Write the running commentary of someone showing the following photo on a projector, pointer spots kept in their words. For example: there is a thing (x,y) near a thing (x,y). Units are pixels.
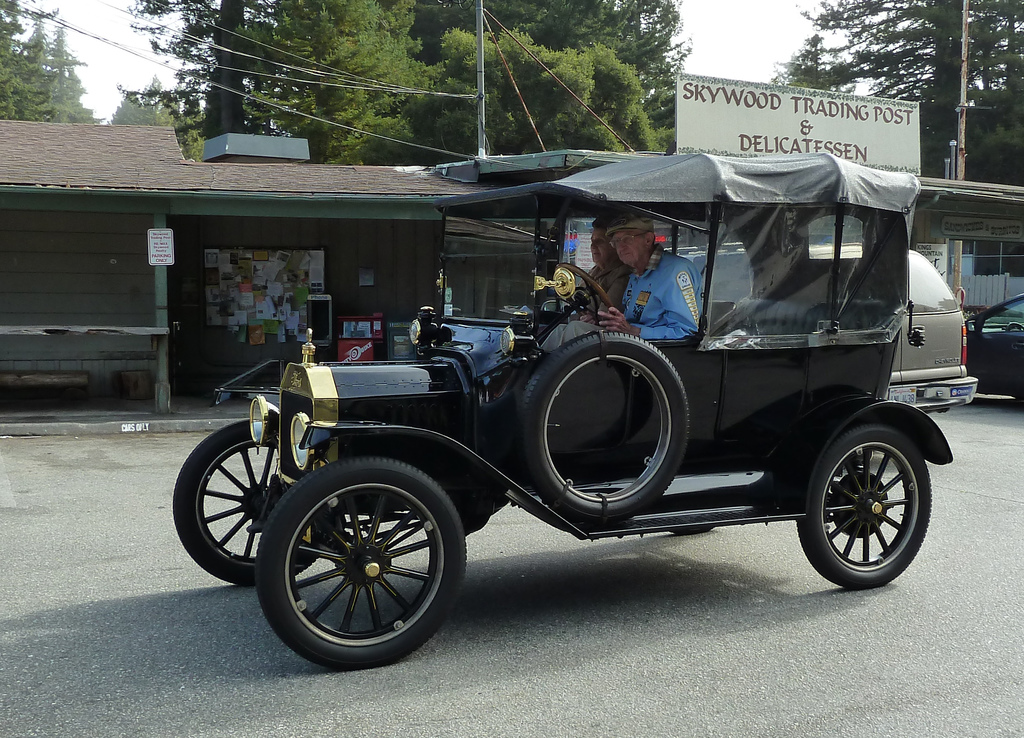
This image consists of a vehicle (511,446) in black color. In which we can see two persons (576,336). At the bottom (105,667), there is a road (713,619). In the background (23,239), there are trees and a shop (52,165). And we can see a name board (721,126).
